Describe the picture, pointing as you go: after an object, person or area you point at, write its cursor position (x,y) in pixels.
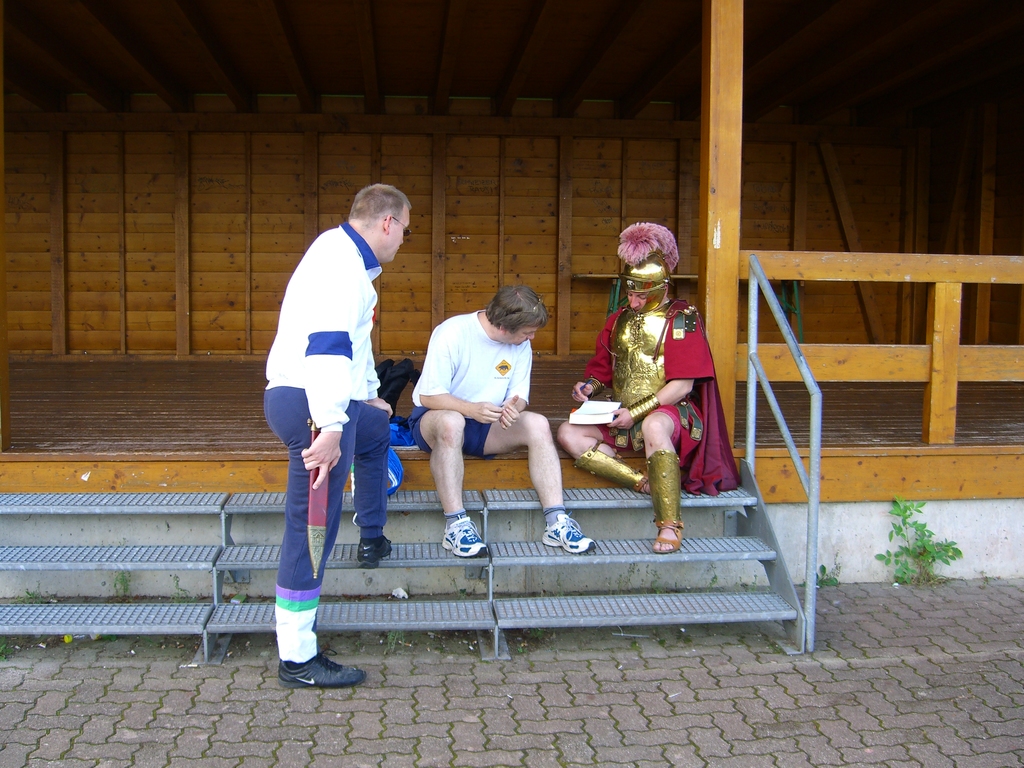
In the picture I can see three people (594,427) among them one man (318,315) is standing and others (598,339) are sitting. In the background (742,336) I can see wooden wall (574,219). Here I can see steps (610,547), fence (815,582) and plants (909,559).
